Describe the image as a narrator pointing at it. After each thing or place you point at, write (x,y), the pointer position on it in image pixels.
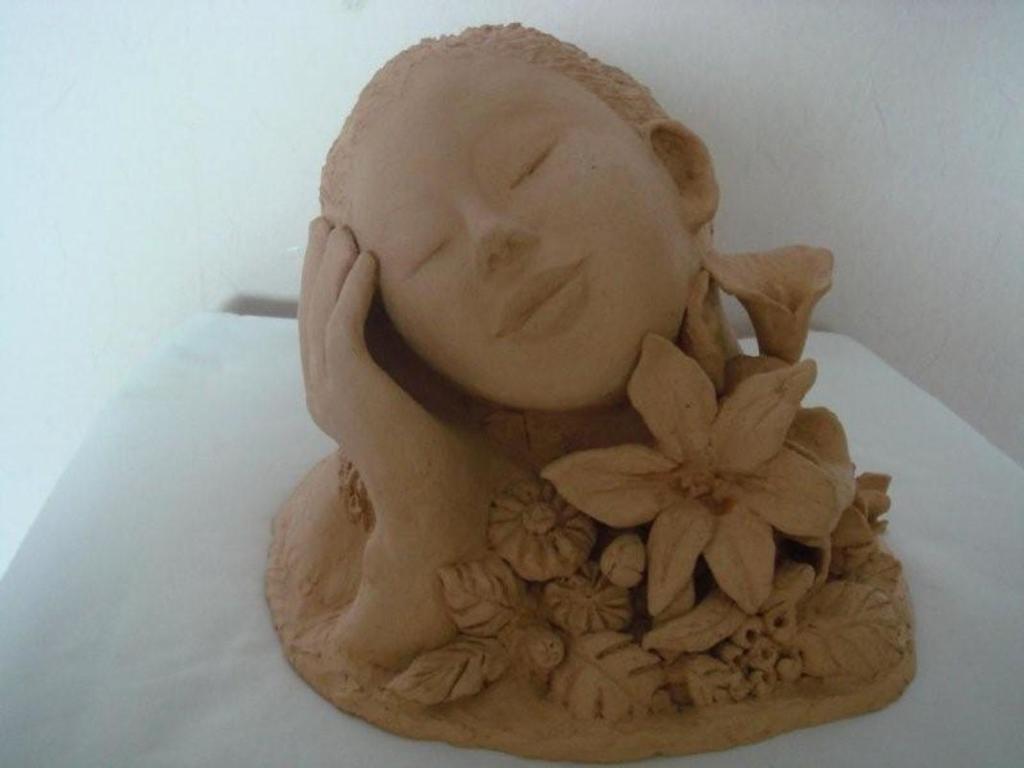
Here we can see a sculpture (422,523) on this white surface (186,359). Background (157,118) there is a white wall (168,127).
